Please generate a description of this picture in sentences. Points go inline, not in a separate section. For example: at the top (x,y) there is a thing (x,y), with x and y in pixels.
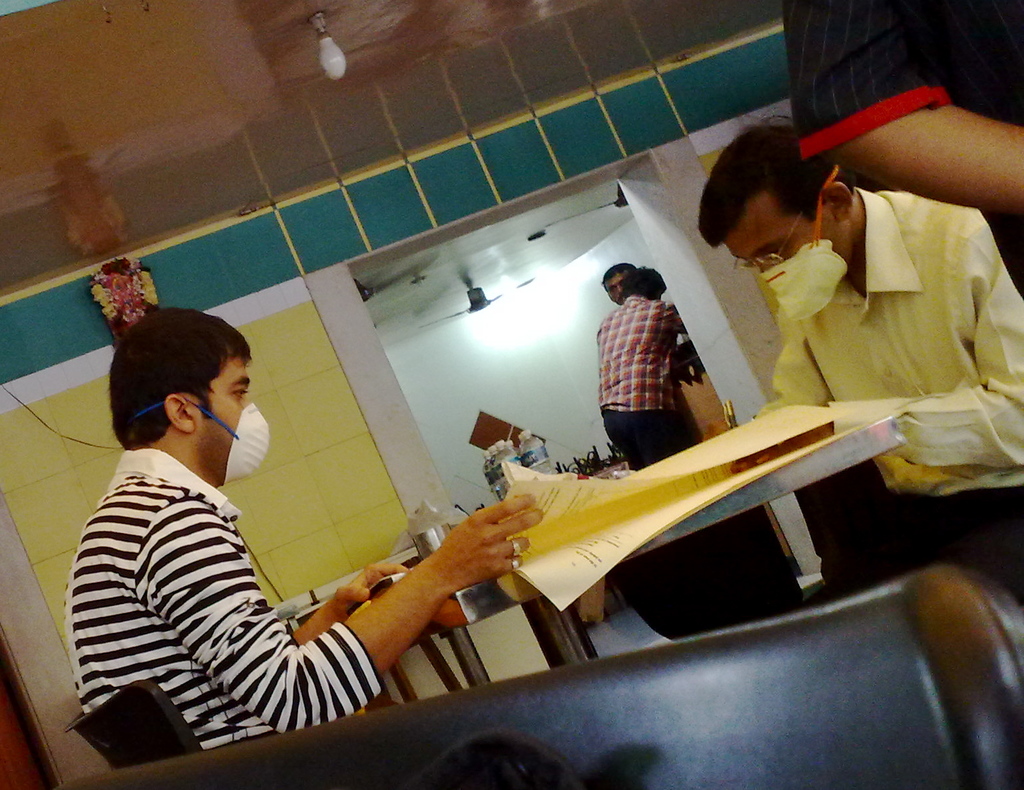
In this image there are people (389,627) sitting on chairs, in the middle (680,521) there is a table (608,547), on that table (626,535) there are sheets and a glass (438,541), in the background (226,296) there is a wall (47,643) for that wall (26,643) there is an entrance (551,456) into that there are two people (632,372) standing, at the top (261,182) there is a ceiling (430,32) for that there is a light (510,305) and a fan (472,301), on the top right (885,106) there is a person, at the bottom (535,735) there is a chair (828,741).
